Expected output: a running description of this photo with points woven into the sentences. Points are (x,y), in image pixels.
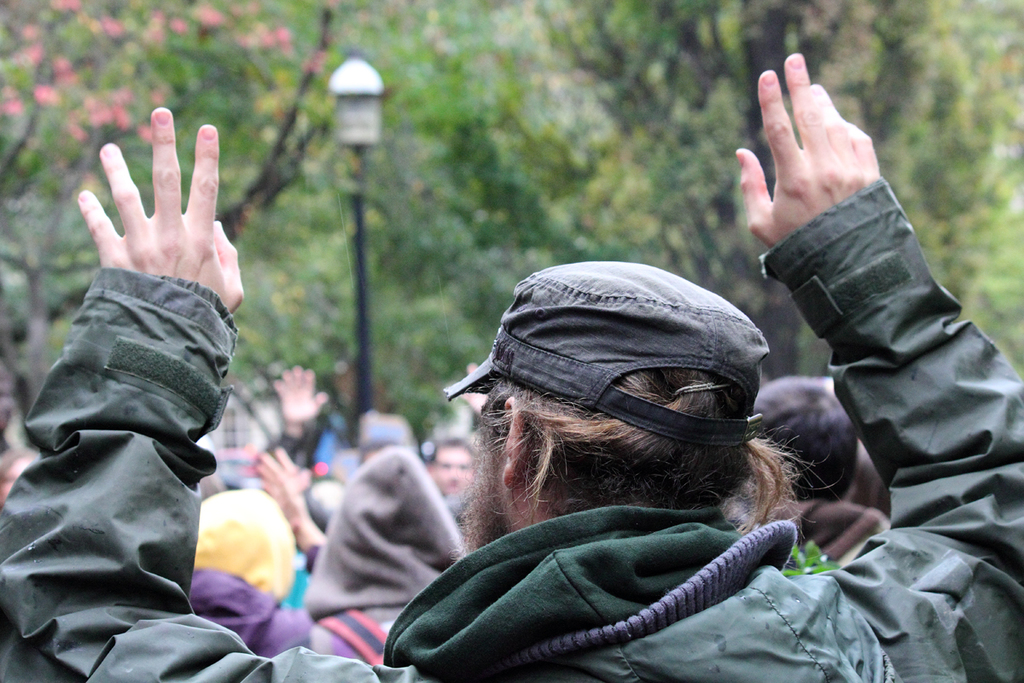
In this image I can see few people (433,557). In front (591,521) I can see a person (689,548) wearing green jacket (862,577). I can see a light pole (350,66) and trees (468,100).
